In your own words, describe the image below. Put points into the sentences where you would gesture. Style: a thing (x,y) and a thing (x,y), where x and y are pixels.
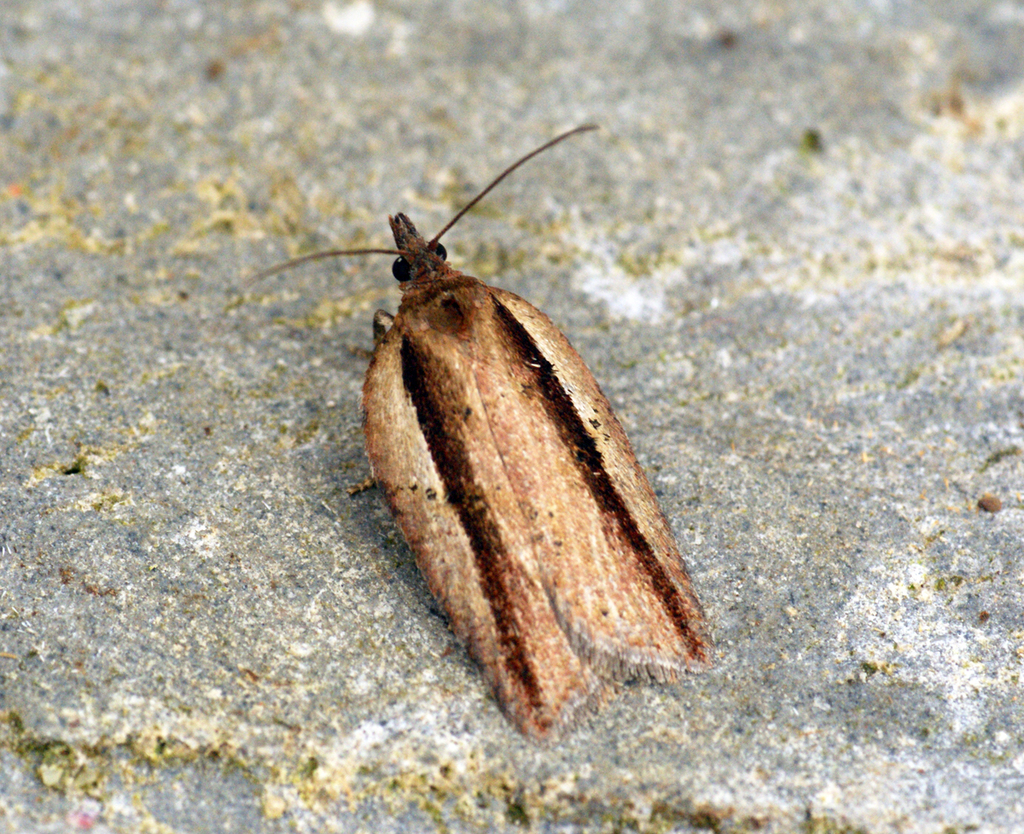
In this picture there is brown color insect (444,545) sitting on the concrete ground (697,586).
